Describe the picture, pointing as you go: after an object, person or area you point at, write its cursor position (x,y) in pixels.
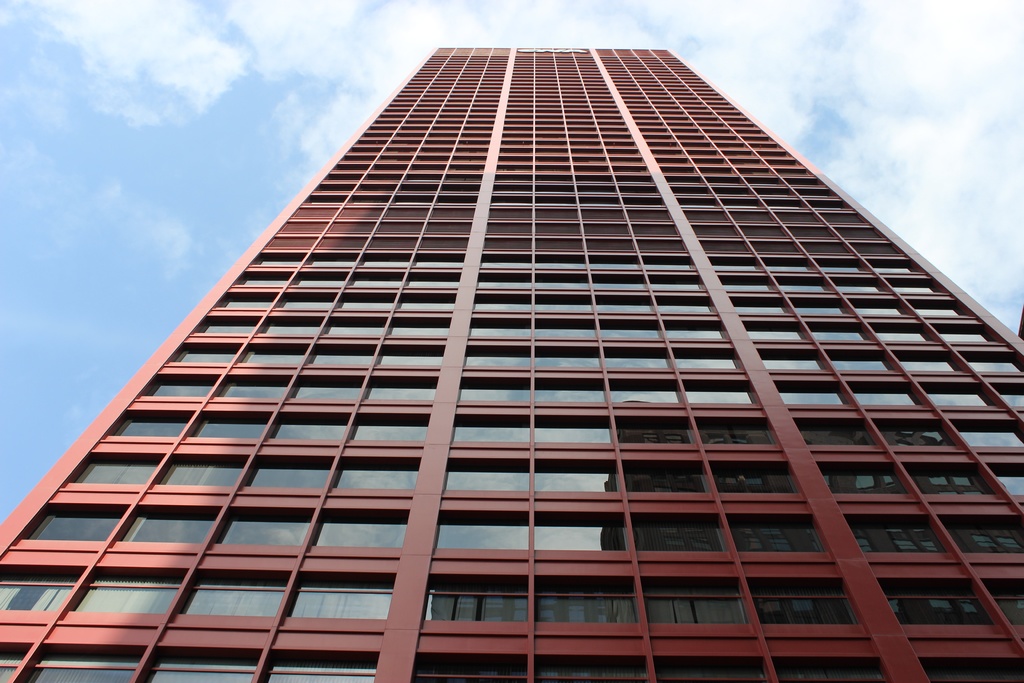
This picture is clicked in the city. In the center (365,273) we can see the building (519,309) and the windows (526,360) of the building (667,361). In the background (145,226) there is a sky (226,125) and the clouds (345,21).
